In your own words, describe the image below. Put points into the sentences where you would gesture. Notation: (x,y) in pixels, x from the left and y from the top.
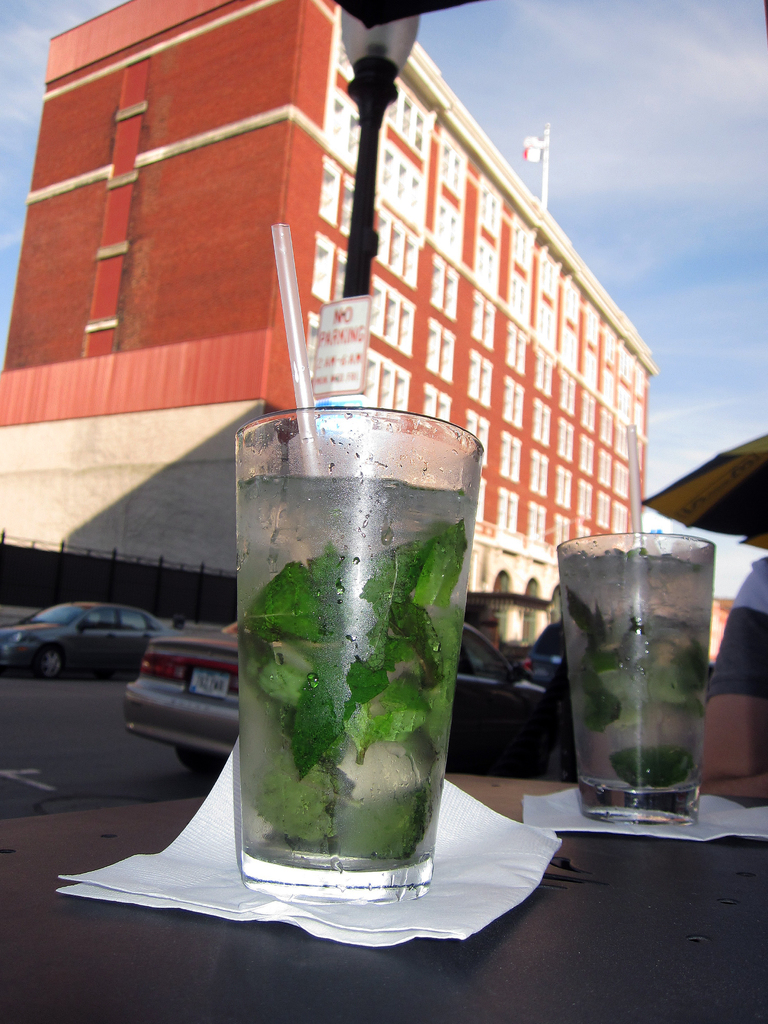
At the bottom of the image (661,989) there is a table (749,881), on the table (661,989) there are some glasses (259,798) and papers (714,809). In the glasses (339,424) there are some leaves (273,794) and straws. Behind the glasses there are some vehicles (47,628) on the road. At the top of the image (169,156) there are some poles (356,177) and sign boards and buildings (478,427). Behind the buildings (634,376) there are some clouds (606,8) and sky (662,1).
